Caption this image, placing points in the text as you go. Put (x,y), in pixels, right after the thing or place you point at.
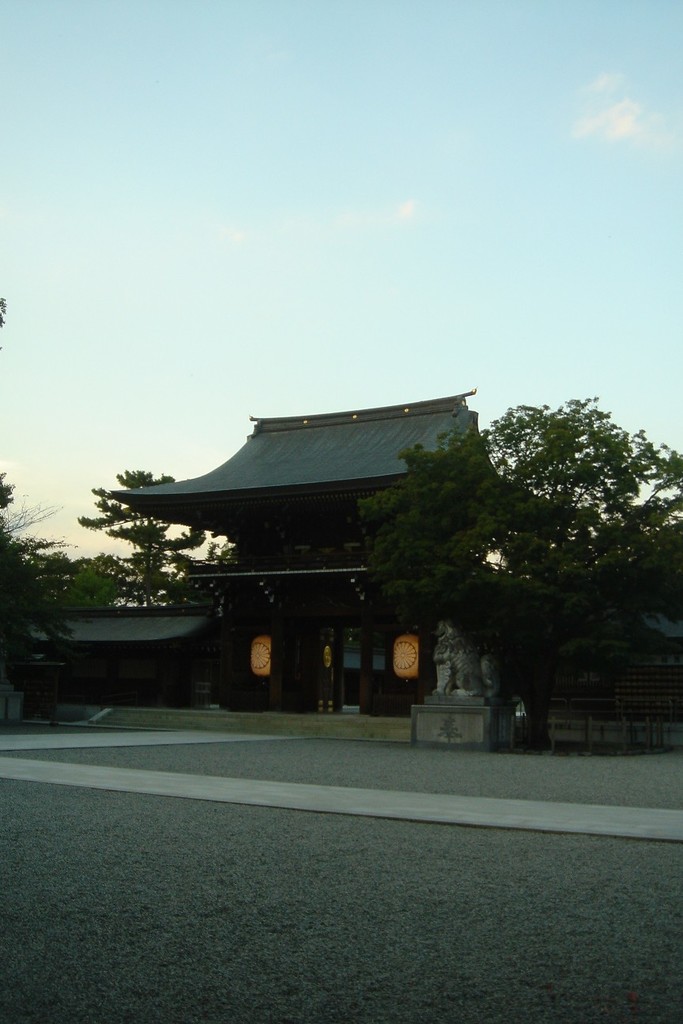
Here we can see a house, statue (461,674), and trees (446,605). In the background (437,270) there is sky (375,239).
